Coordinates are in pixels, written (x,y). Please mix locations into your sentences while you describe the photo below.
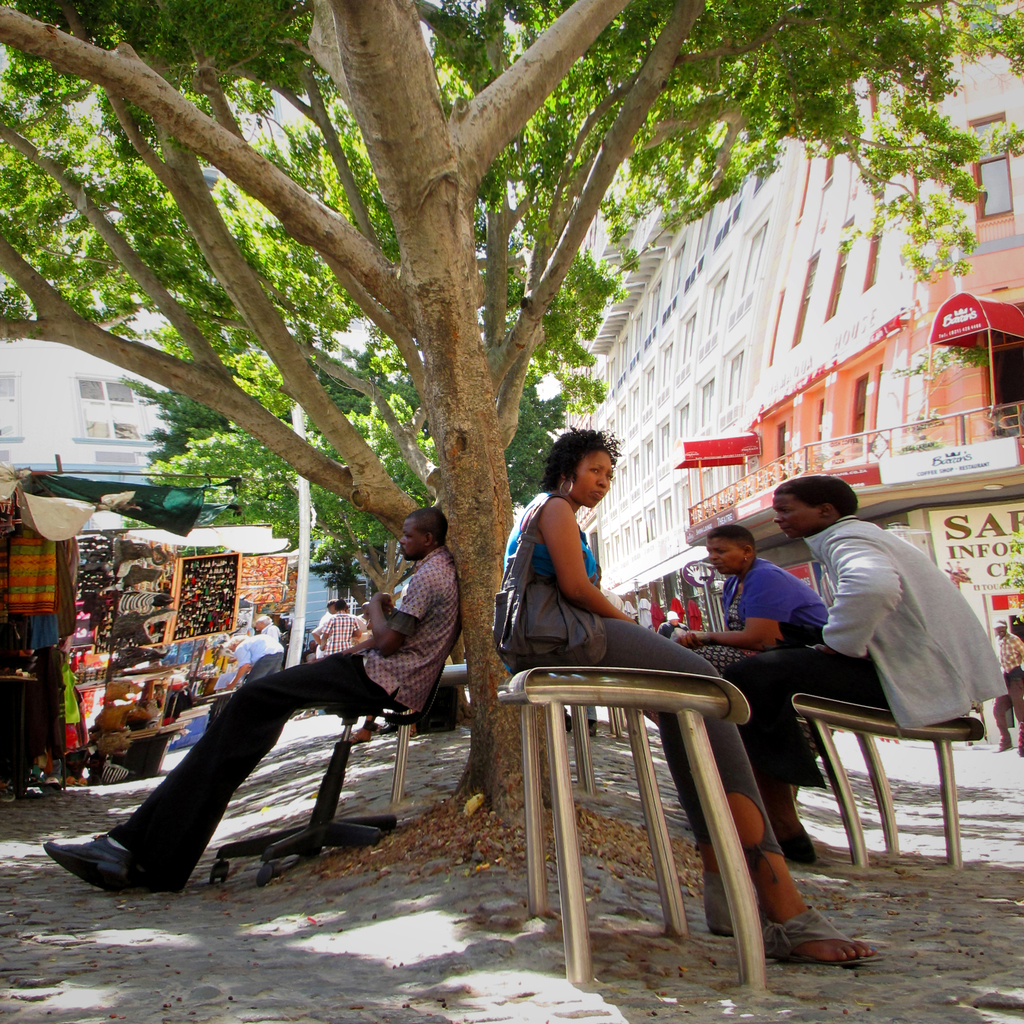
There are few people (909,583) sitting under a tree (28,273) behind them there is a shopping stall (62,724) and building (764,507) on the opposite side.
